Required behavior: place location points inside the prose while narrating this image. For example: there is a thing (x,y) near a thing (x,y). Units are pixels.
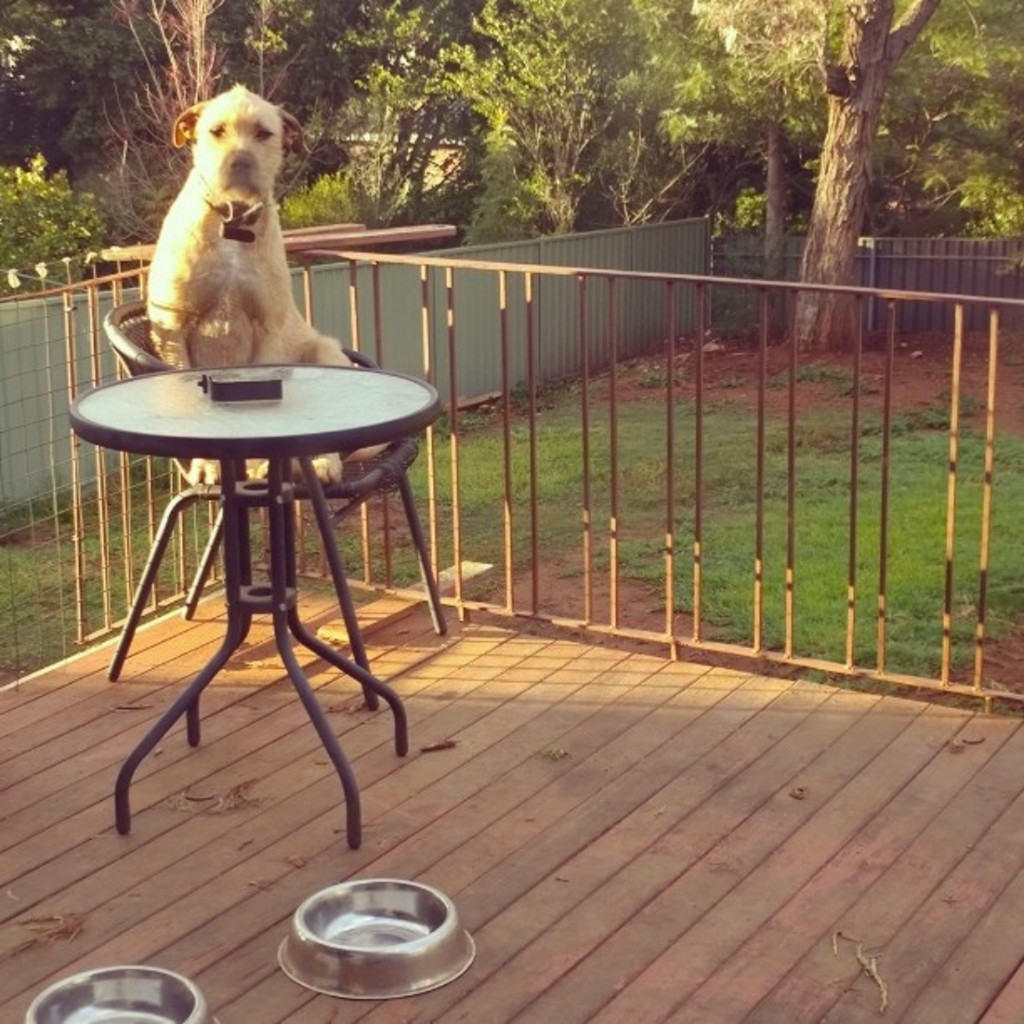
In this image I can see a dog (221,289) sitting on the chair (162,364) there is a table (210,402) in front of the dog (218,270). There are two bowls (134,1016) on the floor (692,787). At the back (504,341) there is a railing (796,330) and the tree (550,126).
